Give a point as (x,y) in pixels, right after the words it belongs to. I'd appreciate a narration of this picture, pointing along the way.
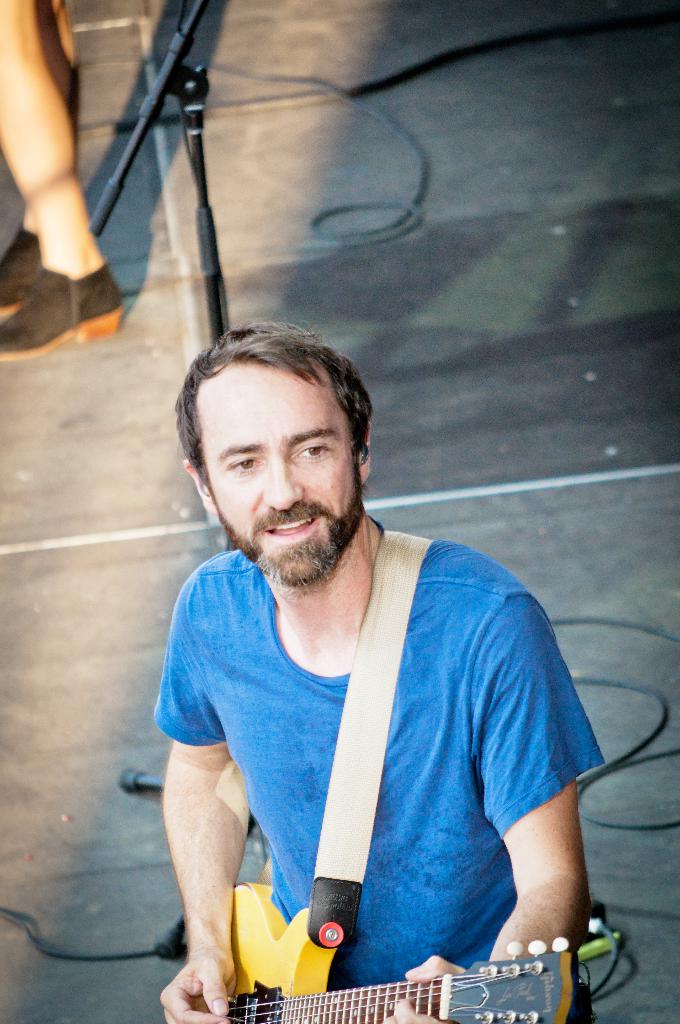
there is a man (275,753) in the picture holding a guitar (364,988) in his hand (423,969) and playing it. He is smiling. In the background (38,143) there is a person (29,93) standing on the stage (358,264).
